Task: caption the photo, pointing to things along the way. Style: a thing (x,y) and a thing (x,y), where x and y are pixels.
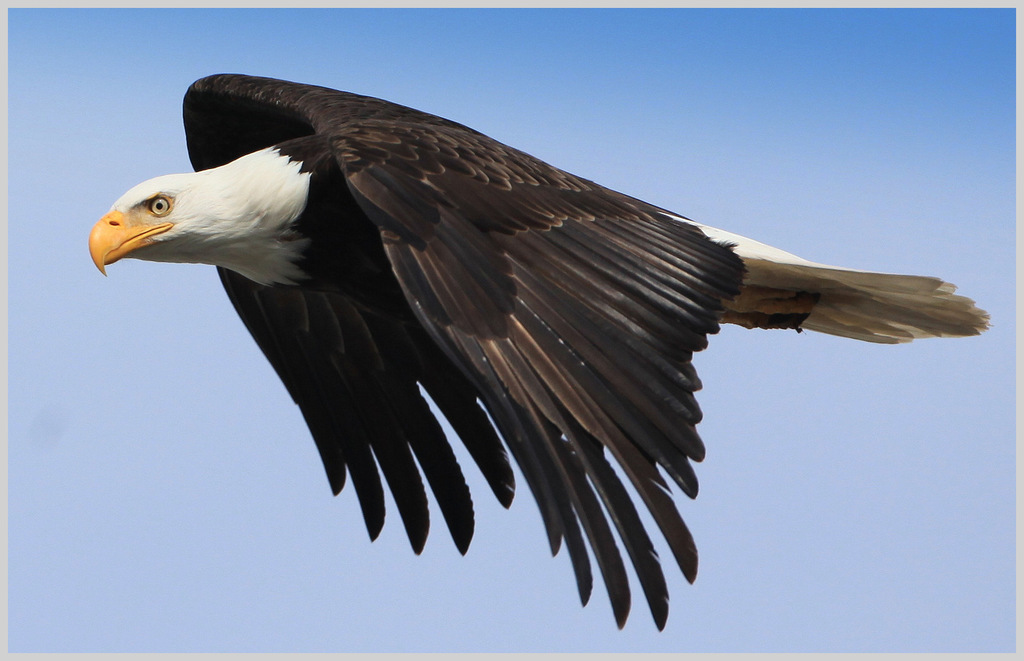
In the picture I can see an eagle (497,140) flying in the sky (764,371). There are no clouds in the sky (533,577).
